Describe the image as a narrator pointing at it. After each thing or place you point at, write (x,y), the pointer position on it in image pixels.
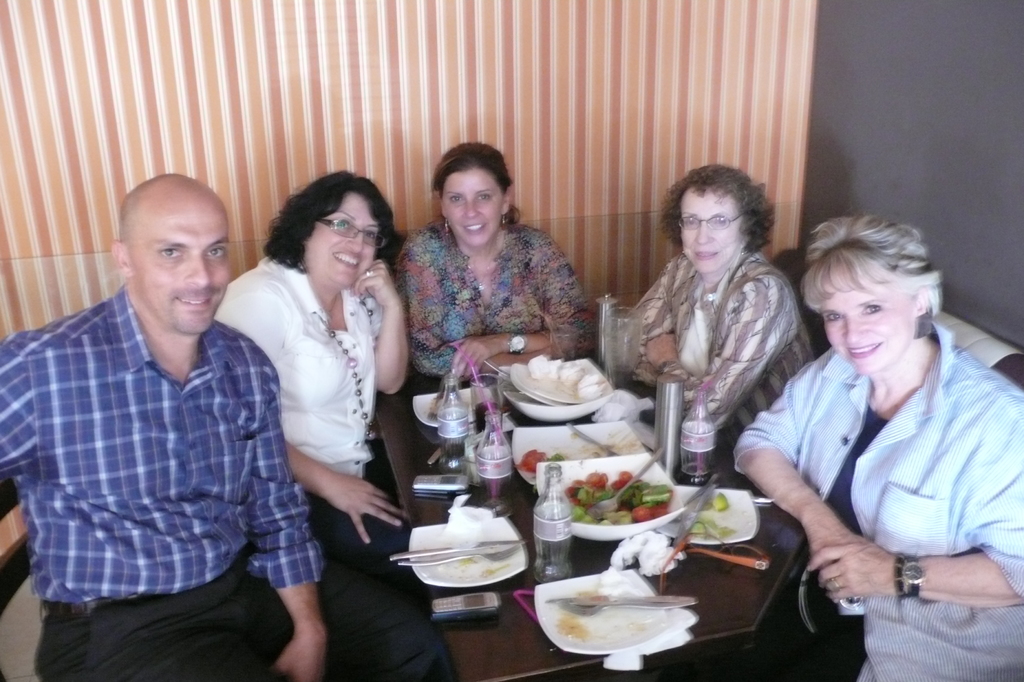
This picture is taken inside a room (911,147). There are four women (681,235) and a man (124,485) in the room (311,295) sitting on couch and chairs (14,494). The man (99,441) is wearing a blue shirt (112,432) and black trousers (205,608). The woman (337,391) beside him is dressed in white dress (338,378) and she is wearing spectacles (341,233) and she is smiling. The woman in the center (430,265) is wearing a watch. The woman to the right corner (886,541) wore a beautiful blue jacket (965,518) and also a watch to her hand (881,560) and she is smiling. There is a table (527,597) and on it plates (516,565), bowls (607,534), food (592,497), straws (489,412), bottles (485,425), mobile phones (468,596) are placed. In the background (392,64) there is a wall (294,72).
